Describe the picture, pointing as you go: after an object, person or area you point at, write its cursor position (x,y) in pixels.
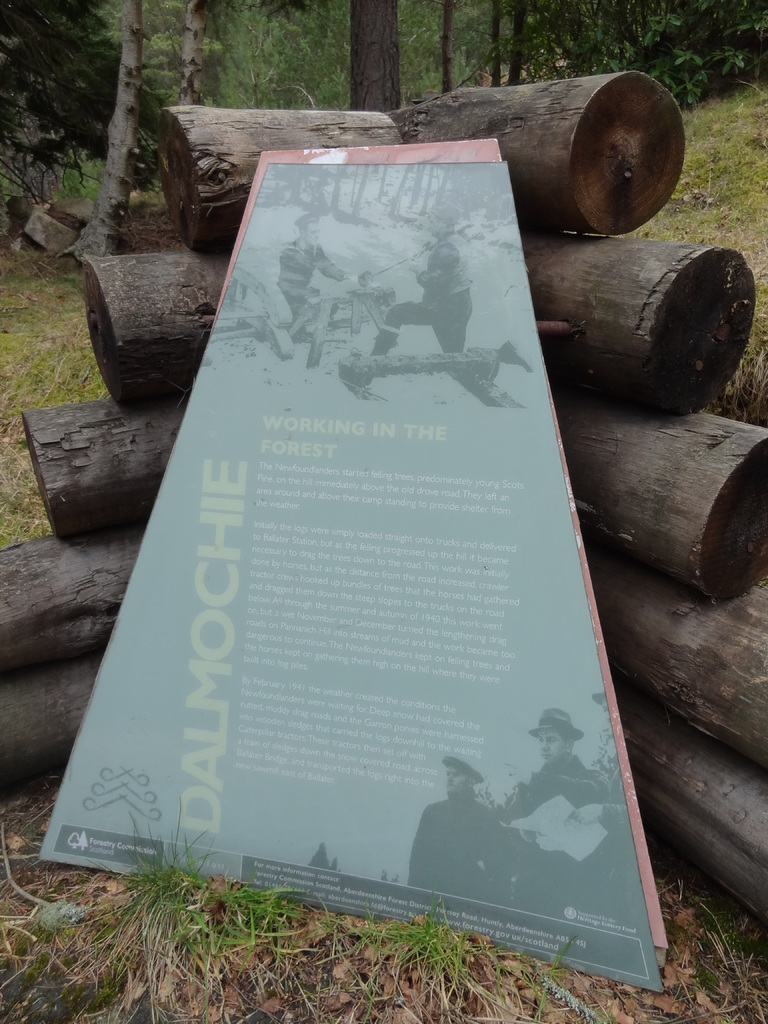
In the center of the image (294,416) we can see a board (325,432) with some people (444,804) and some text (381,632) on it. At the bottom of the image (239,933), we can see the grass (319,959). In the background (477,54), we can see trees (475,18), grass (59,266) and tree trunks (534,228).
